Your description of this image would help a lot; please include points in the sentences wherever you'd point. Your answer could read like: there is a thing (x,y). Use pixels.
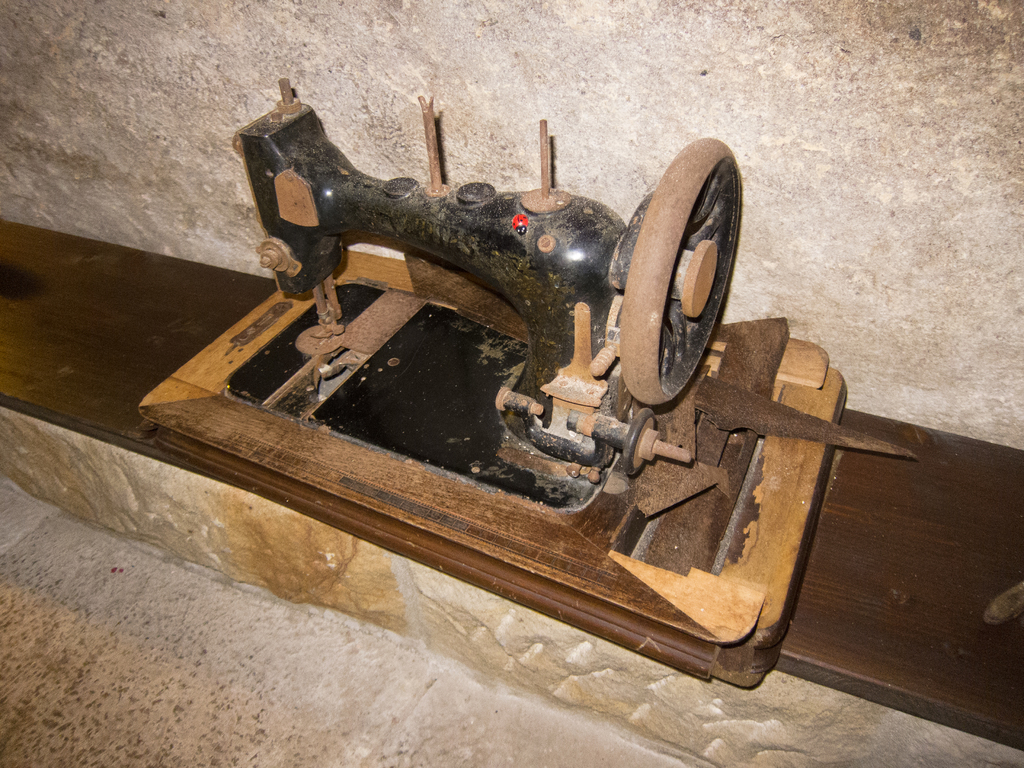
In this image there is a sewing machine (482,350) on the wooden plank (850,617) which is on the rock (501,620). Background (967,44) there is a wall (998,161). Bottom of the image (305,711) there is a floor (164,673).
